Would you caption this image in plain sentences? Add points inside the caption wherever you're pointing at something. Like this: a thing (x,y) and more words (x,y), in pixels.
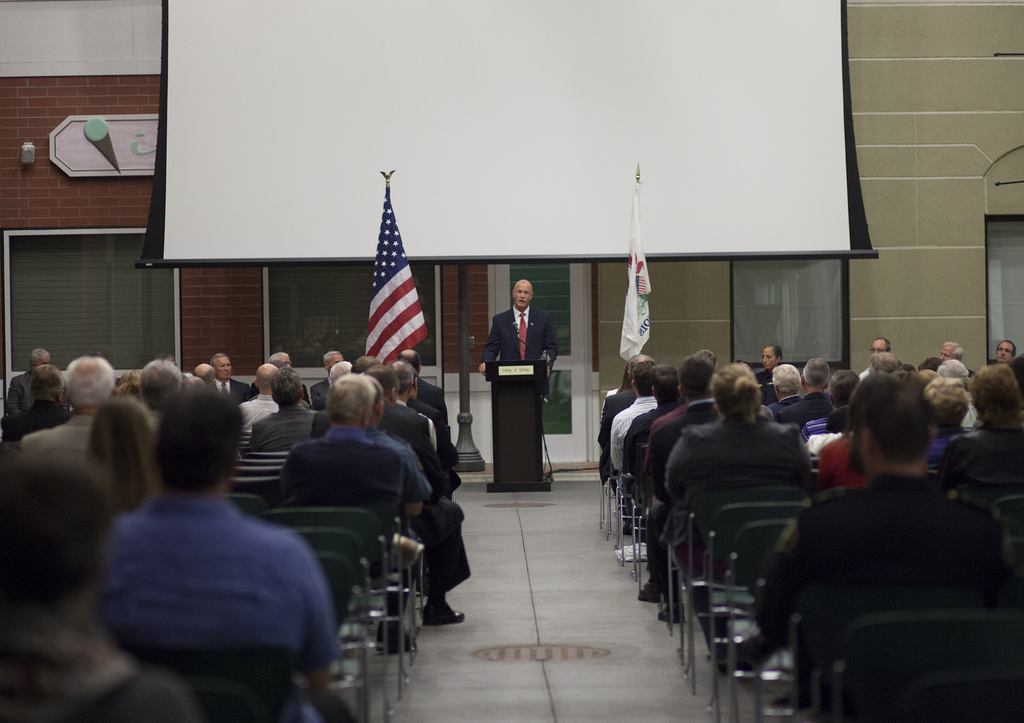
In the picture we can see group of people (306,685) sitting on chairs (228,711) and in the background of the picture (534,358) there is a person (513,352) wearing suit (500,347) standing behind wooden podium (498,402), there are flags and we can see projector screen (648,141) and there is a wall (613,335).
